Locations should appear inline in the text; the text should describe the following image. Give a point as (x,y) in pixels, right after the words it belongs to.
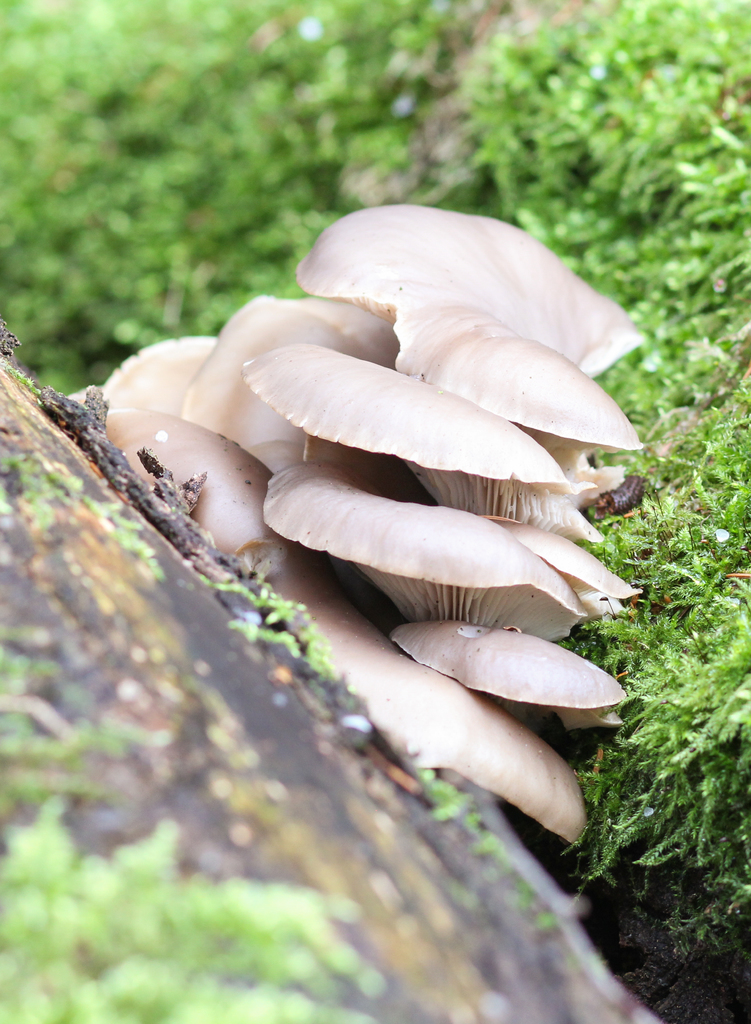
In the image there is an oyster mushroom (516,475) beside the moss (713,590) and the background of the mushroom (246,369) is blur.
